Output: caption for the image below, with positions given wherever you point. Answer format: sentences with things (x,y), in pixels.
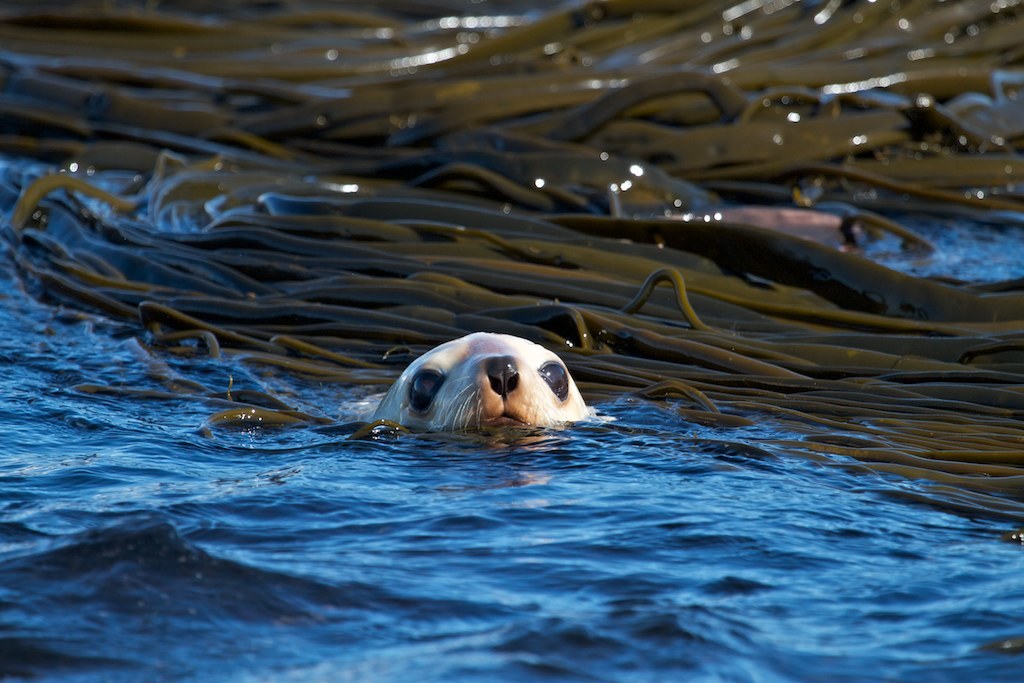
This image consists of water (418,513). In that there is a seal (555,393).
